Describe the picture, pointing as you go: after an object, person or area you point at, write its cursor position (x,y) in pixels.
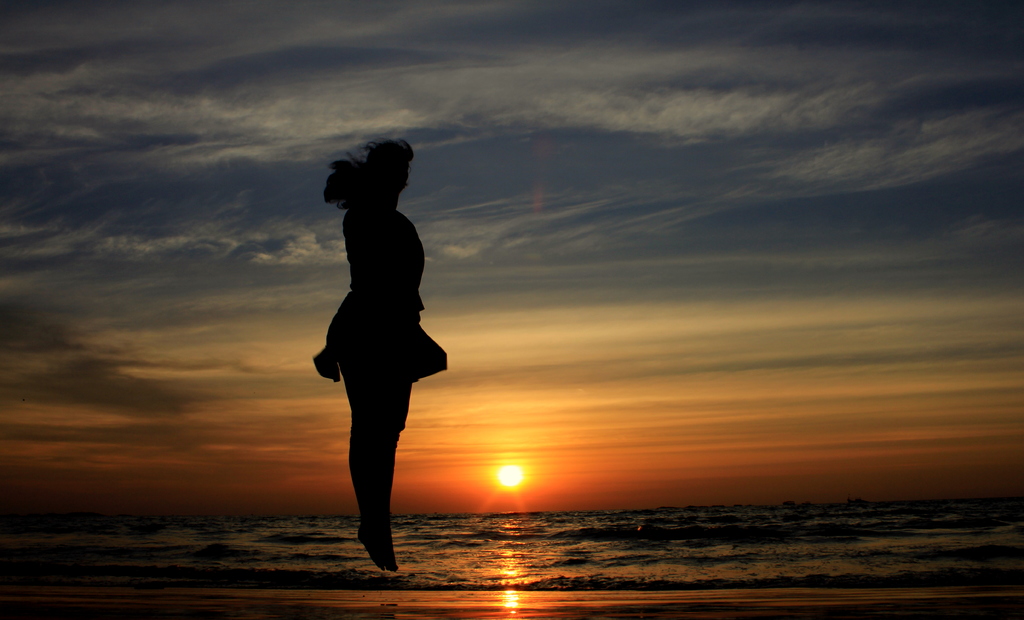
In this image I can see the shadow (355,260) of a person (399,263) jumping in the air (365,125), the ground (435,595), the water (503,574), the sky (611,221) and the sun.
